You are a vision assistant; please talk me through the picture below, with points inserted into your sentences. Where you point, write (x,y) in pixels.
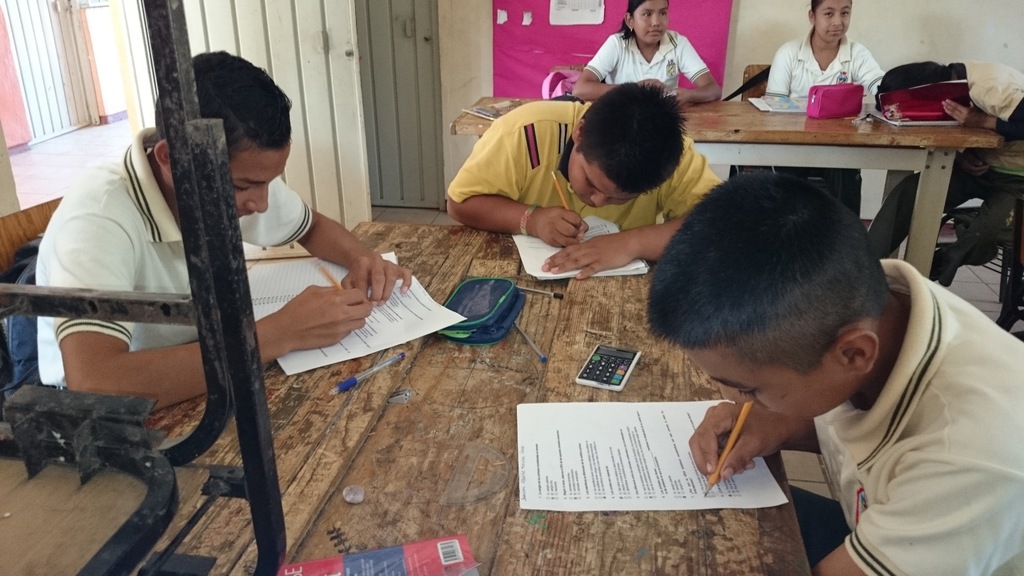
In the foreground of this image (792,304), there are three boys (686,223) sitting near a table (486,259) and holding pencils (338,284). On the table (407,499), there are papers (559,451), books (571,275), pouch (483,293), pens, eraser (351,498) and a calculator (604,359). On the left (169,560), there is an object (117,553). In the background (597,62), there are three persons (937,76) sitting near a table (782,151) on which, there are books (792,101) and a pouch (841,111). There are also doors (72,56), floor (86,161), a board (506,53) and the wall (463,70).
